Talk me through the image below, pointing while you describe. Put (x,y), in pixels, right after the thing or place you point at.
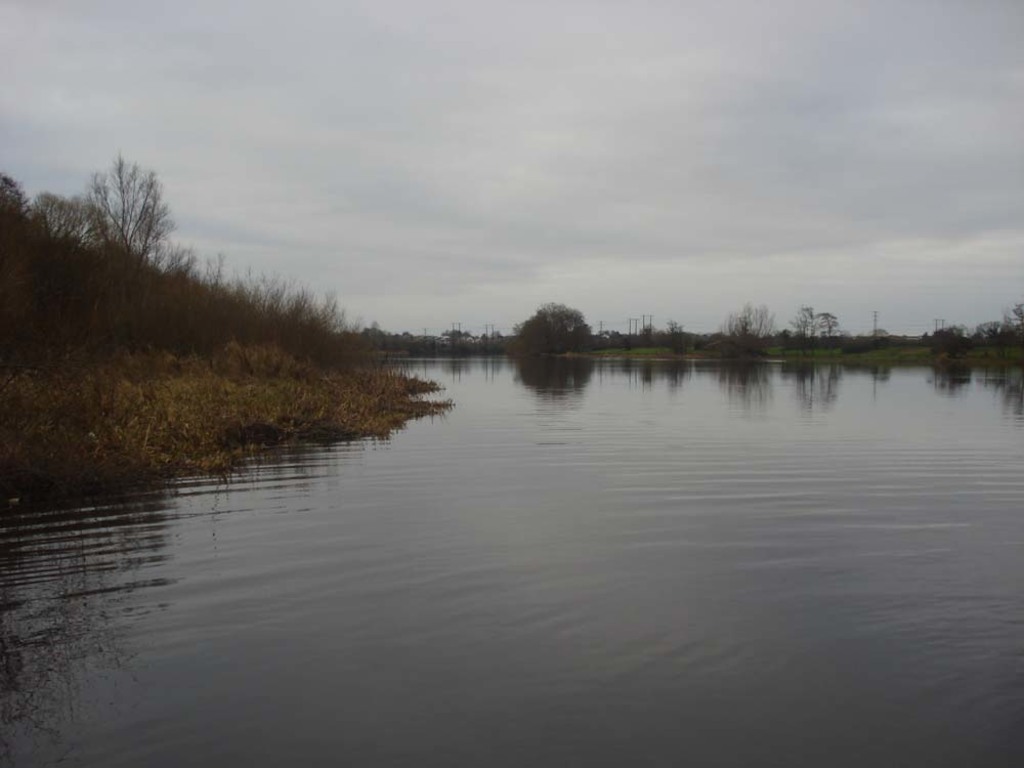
In this picture we can see water (608,451), grass (93,436), and trees (67,249). In the background (751,196) there is sky (813,173).
